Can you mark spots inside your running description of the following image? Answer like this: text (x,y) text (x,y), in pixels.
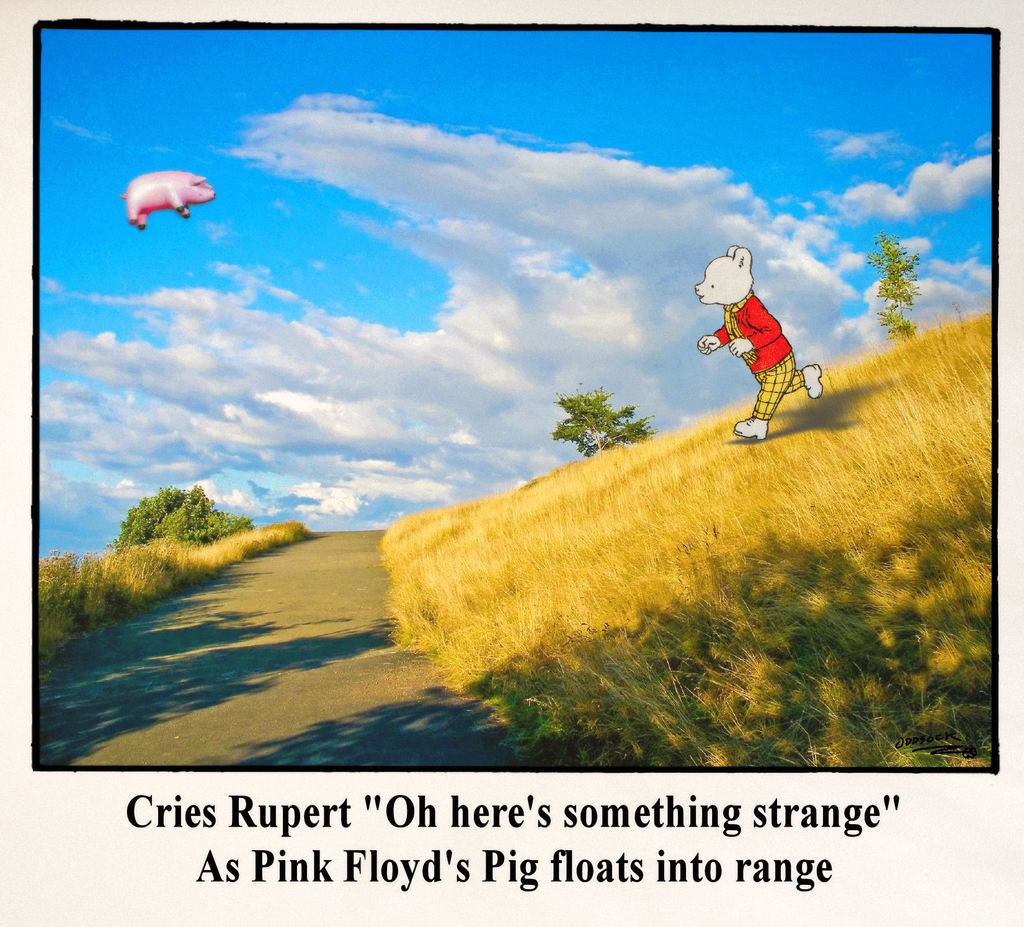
This is a magazine. In this image we can see cartoons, grass (200,559), road (255,584), trees (186,524) are present. At the top of the image (588,206) clouds (601,202) are present in the sky (601,202). At the bottom of the image (429,805) some text (457,796) is there.
